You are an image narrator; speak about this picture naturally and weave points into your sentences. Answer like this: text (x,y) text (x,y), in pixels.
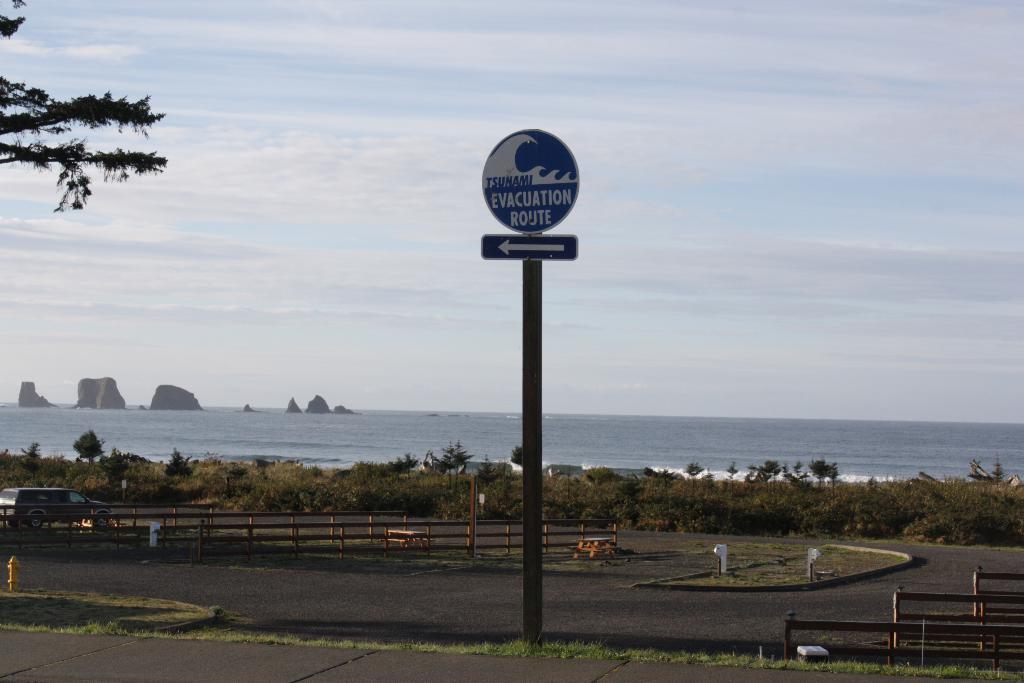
In this image, we can see name board (523,188) and sign board (528,257) with pole (528,340). At the bottom (407,681), there is a walkway (464,673), grass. On the right side (982,641), we can see few rods (972,627). Background (71,476) there is a railings (171,526), vehicle (60,496), few plants (966,487), trees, sea (320,449). Top of the image (261,141), there is a sky (631,288).
